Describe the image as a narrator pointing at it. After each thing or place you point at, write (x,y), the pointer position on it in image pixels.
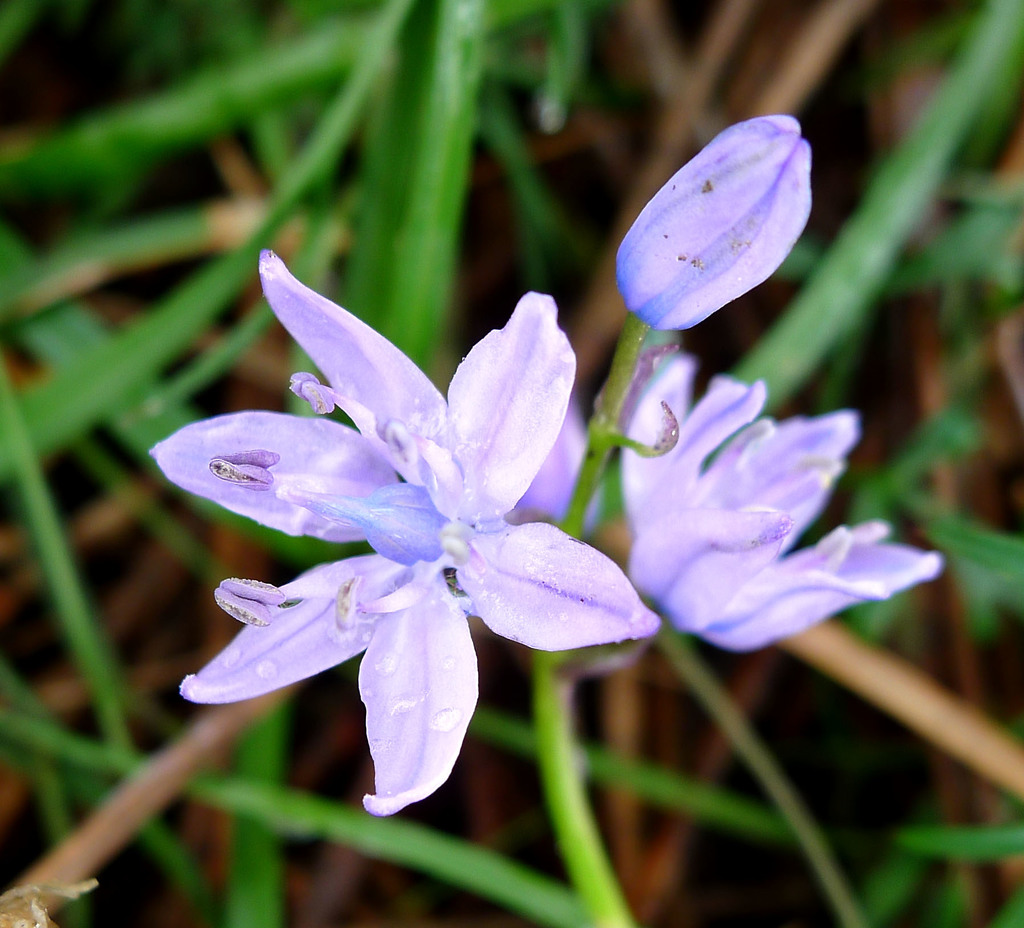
In the center of the image (548,438) we can see flowers (529,479) are there. In the background of the image (456,287) leaves (901,163) are present.
